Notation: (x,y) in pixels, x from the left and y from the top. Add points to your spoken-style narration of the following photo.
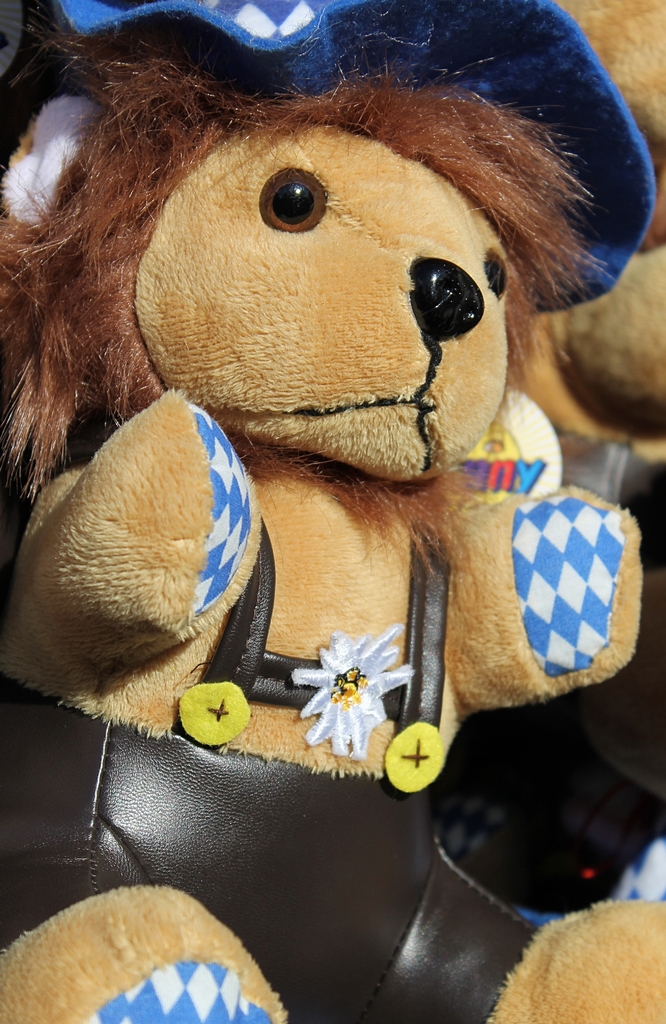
This is a zoomed in picture. In the foreground (377,241) we can see a soft toy (295,532) wearing black color dress (256,611) and blue color hat (447,52). In the background (642,99) there are some other soft toys (606,413).
